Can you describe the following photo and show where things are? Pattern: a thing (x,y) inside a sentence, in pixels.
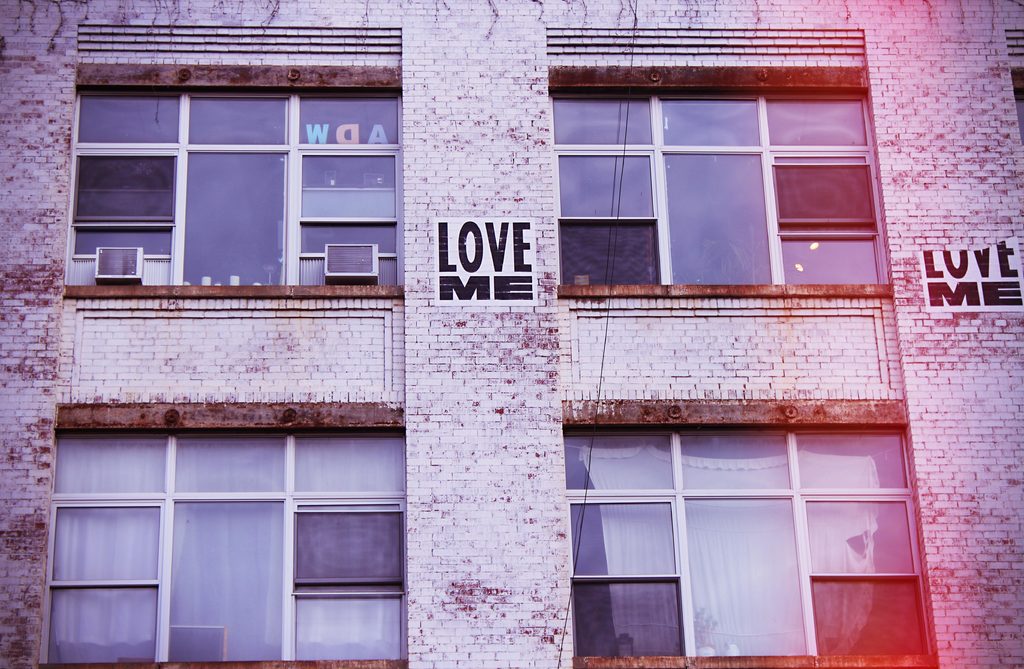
Here we can see a building (950,513) and glass windows (331,231). Posters (940,266) are on the wall (525,341). Through these windows (684,560) we can see curtains (703,553).
